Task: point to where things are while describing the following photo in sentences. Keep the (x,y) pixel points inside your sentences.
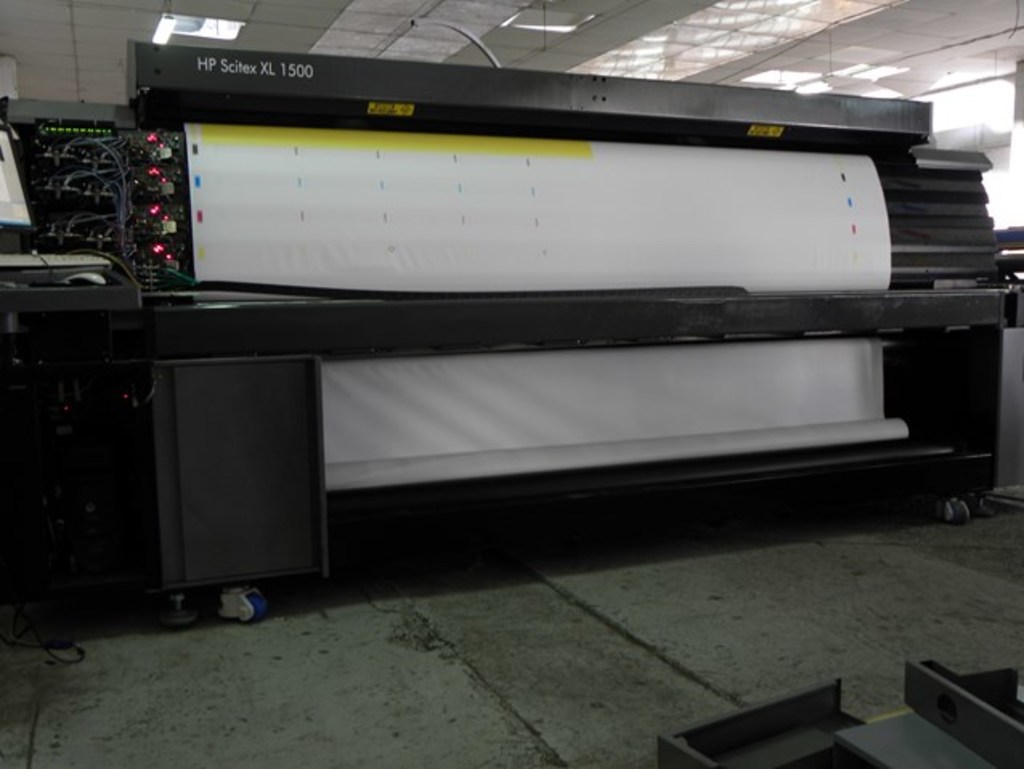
In this picture there is a machine (369,334) and there is a device (130,224) and there is a computer (21,230), keyboard (45,258), mouse (97,275) on the table (100,292). At the top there are lights (205,32). At the bottom (515,669) there is a floor (884,641).
